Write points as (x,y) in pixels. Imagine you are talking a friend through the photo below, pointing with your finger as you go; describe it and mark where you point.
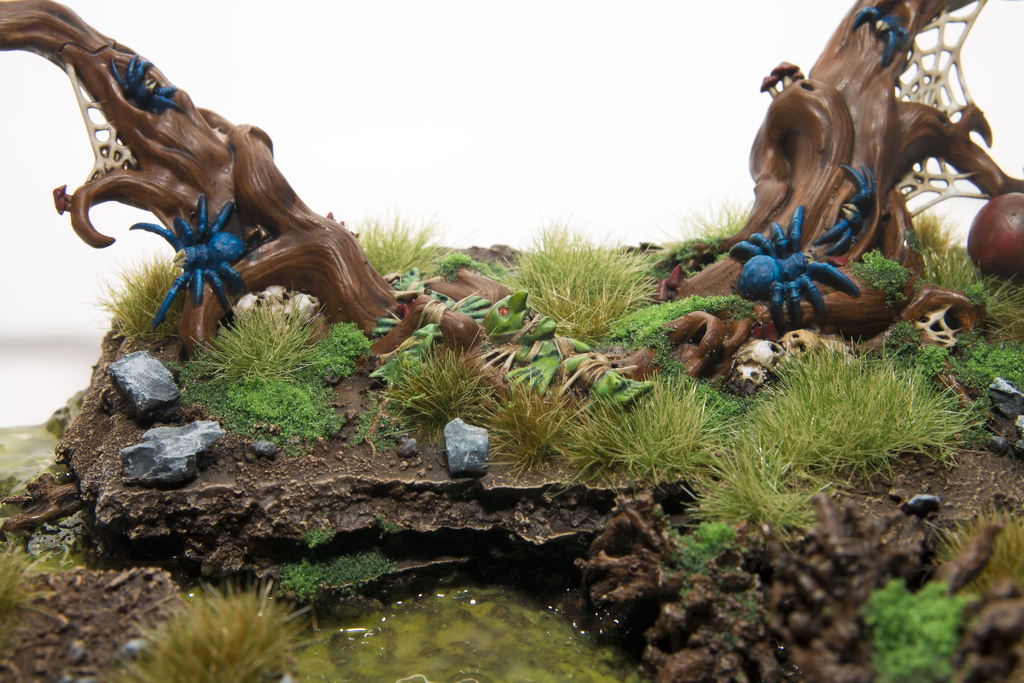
We can see sculptures (793,220) of tree branches (243,222) and insects (789,279). We can see grass (252,359), water (425,676) and stones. In the background (502,93) it is white.
